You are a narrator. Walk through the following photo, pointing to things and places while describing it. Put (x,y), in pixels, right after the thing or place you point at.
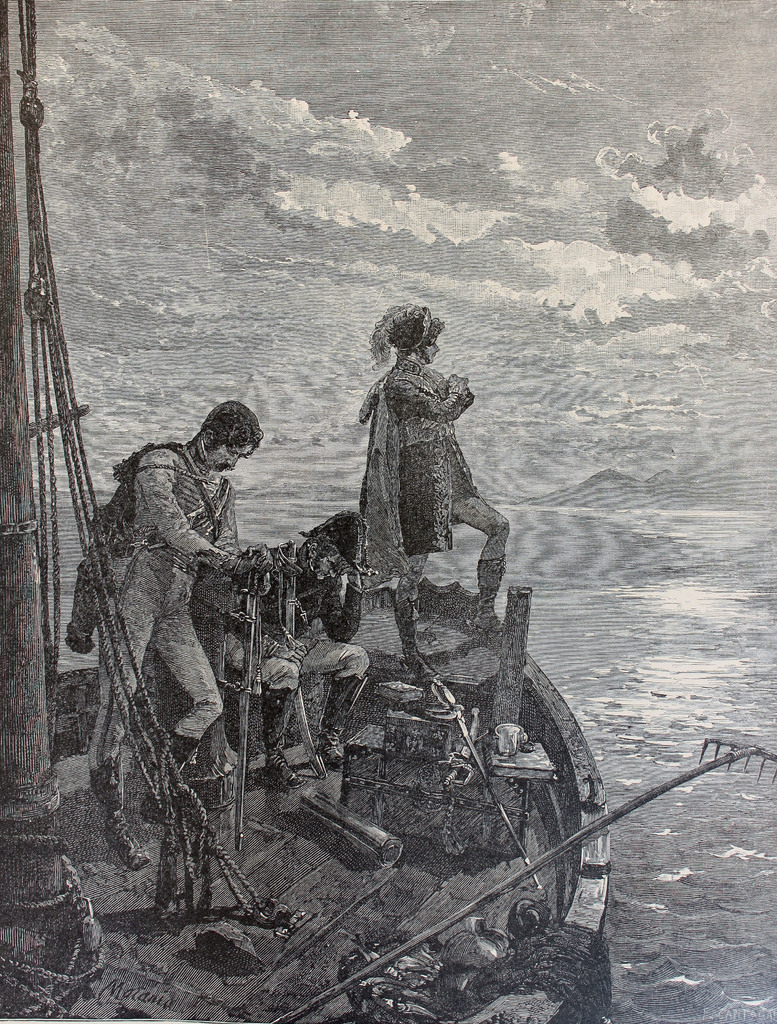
This looks like a painting. I can see two people (419,615) standing and a person (298,643) sitting. This is a boat (344,895). On the left side of the image (5,198), I think this is a pole (43,858) with the ropes (48,903). I can see few objects (384,863) in the boat (421,916). This is the water (646,714). In the background (560,503), these look like the hills (577,493). Here is the sky (408,204).
